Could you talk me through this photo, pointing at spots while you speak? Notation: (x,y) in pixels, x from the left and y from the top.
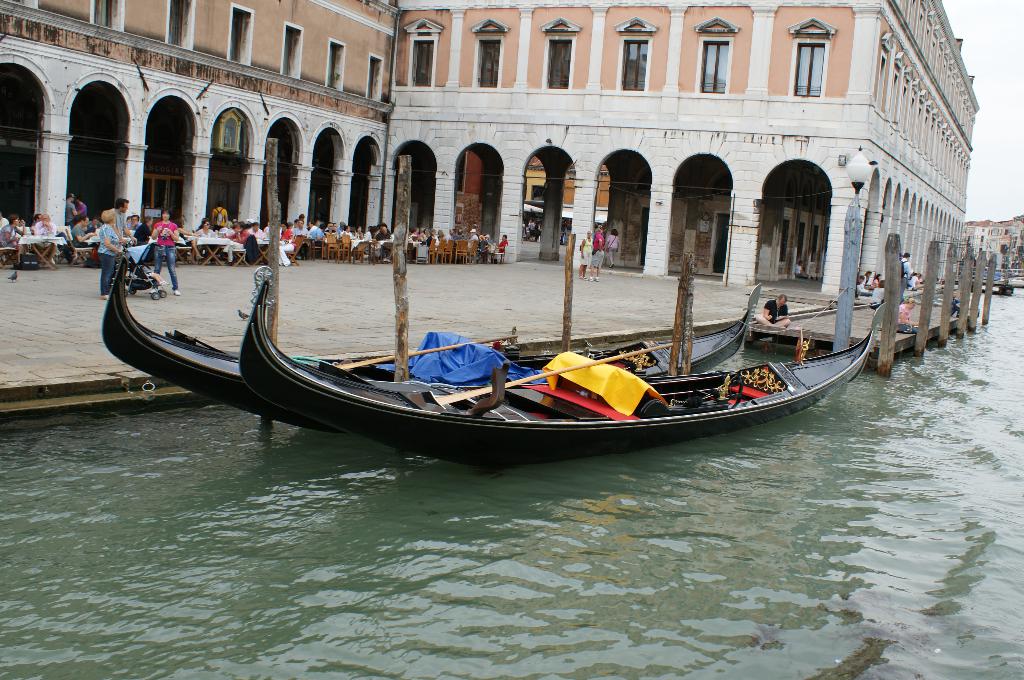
This image consists of water (454,469) on which there are two boats (859,356). To the left (168,92), there is a building (154,189). And there are many persons (13,219) sitting in the chairs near the tables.
